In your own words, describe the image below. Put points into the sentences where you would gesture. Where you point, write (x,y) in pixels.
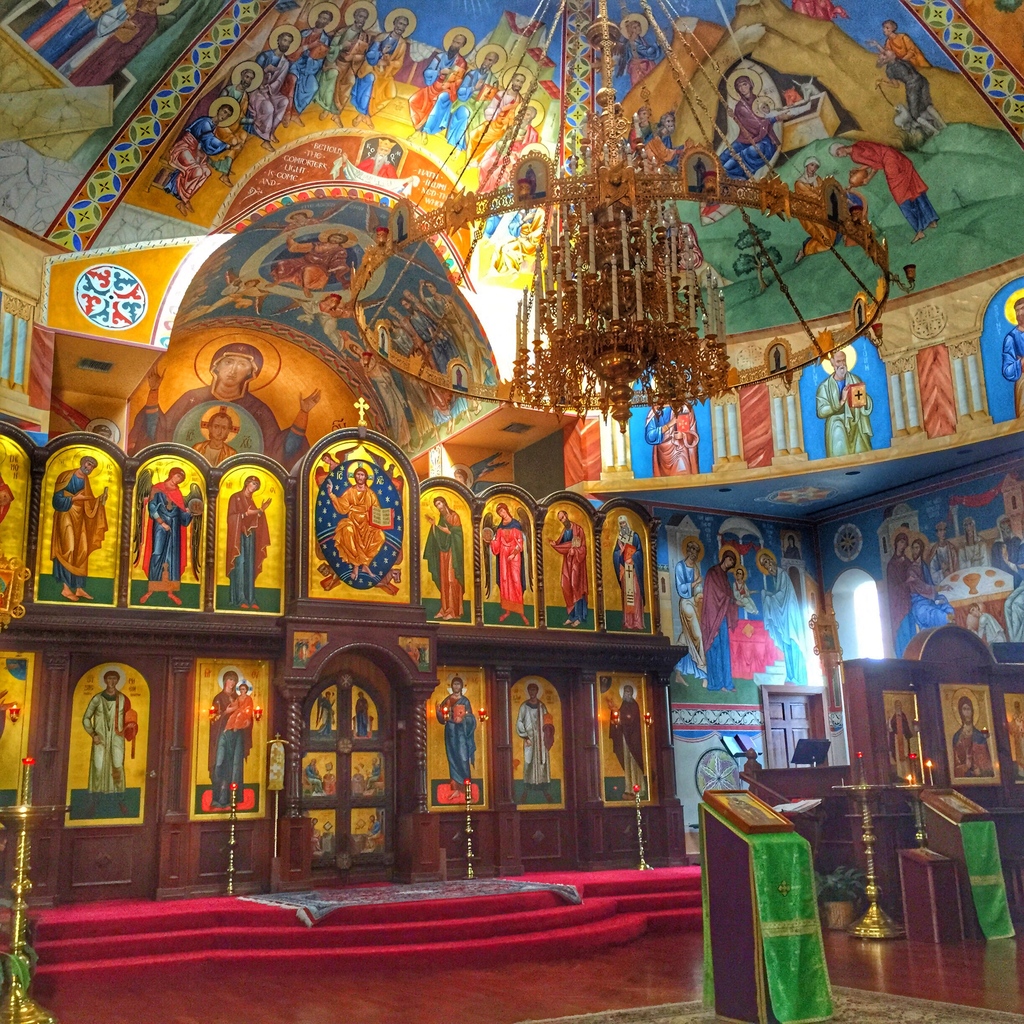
In this image I can see the inner view (324,405) of the building (297,673). Inside the building (1023,445) I can see many frames (349,525) to the wall (345,611). To the right (782,877) I can see the candles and podiums (949,875). And I can see the chandelier light (539,277) in the top (539,257).
